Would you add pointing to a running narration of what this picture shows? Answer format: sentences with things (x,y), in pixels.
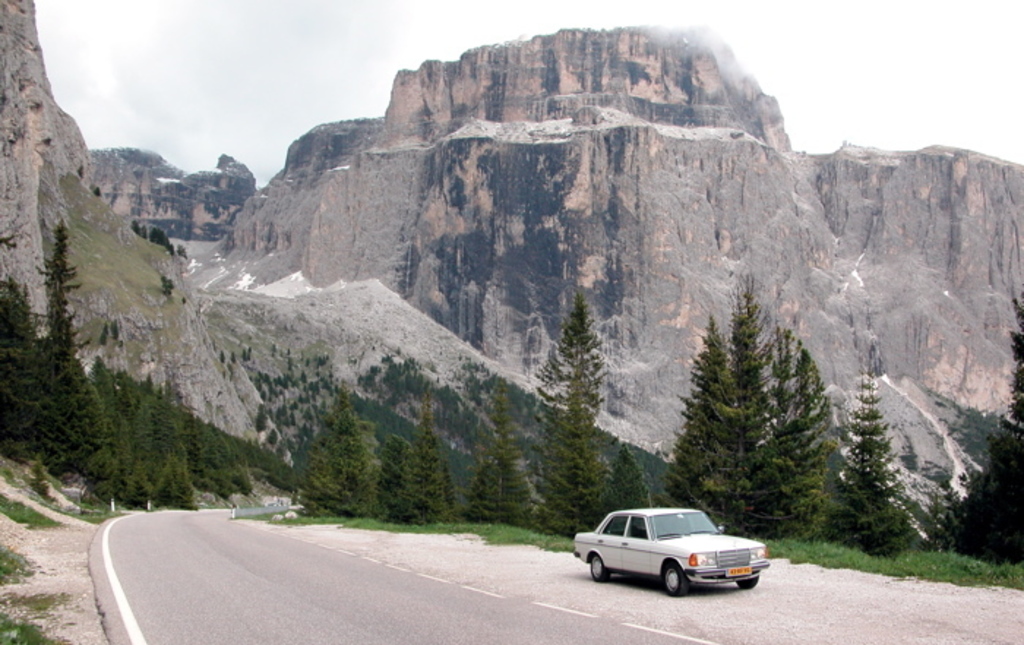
In this image we can see road (421,593). Also there is a car (684,532). And there are many trees (859,517). In the background (352,232) there are hills (384,198). And there is sky (441,3).
